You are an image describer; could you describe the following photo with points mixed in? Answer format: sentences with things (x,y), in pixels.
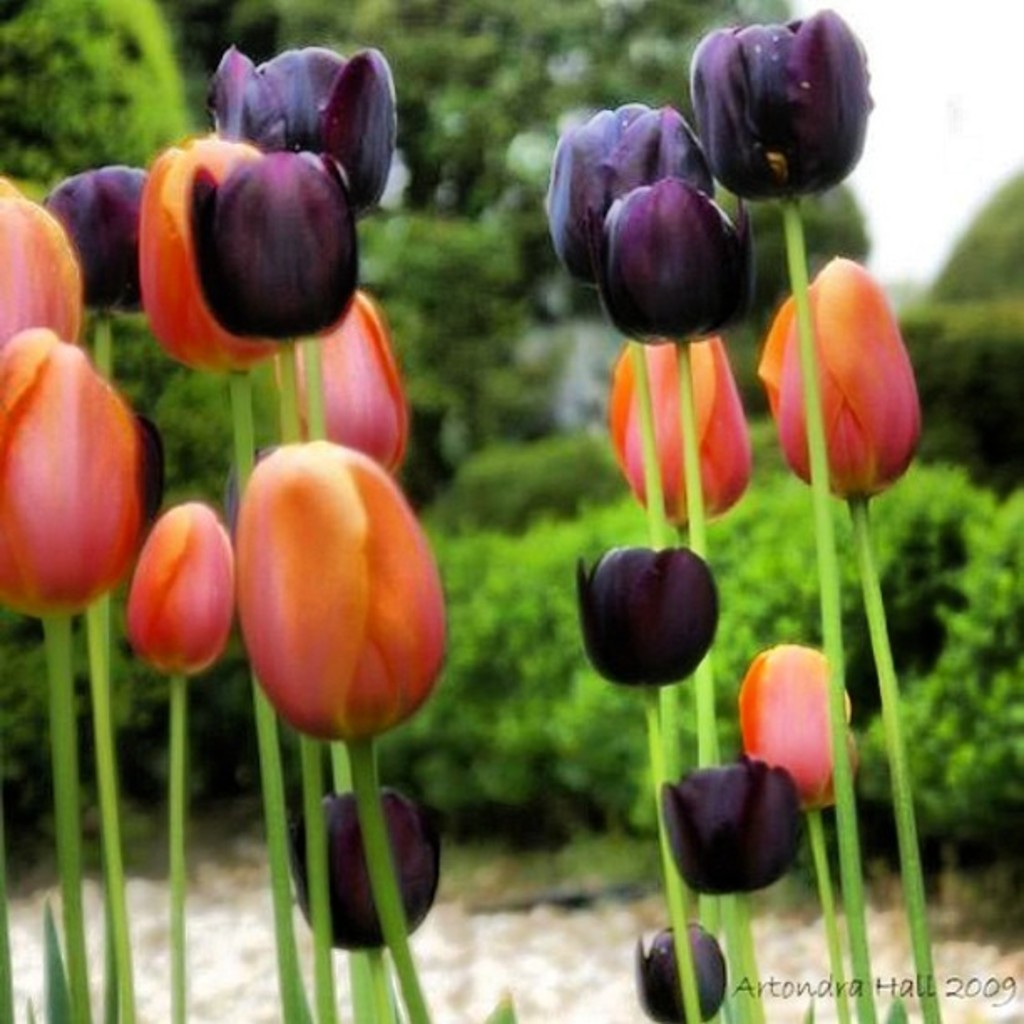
There are plants (416,619), some of them are having violet color flowers (735,885) and the rest of them are having orange color flowers (116,448). On the bottom right (997,989), there is a watermark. In the background (964,648), there are plants (1011,641), trees (79,146) and there is sky (1009,46).
